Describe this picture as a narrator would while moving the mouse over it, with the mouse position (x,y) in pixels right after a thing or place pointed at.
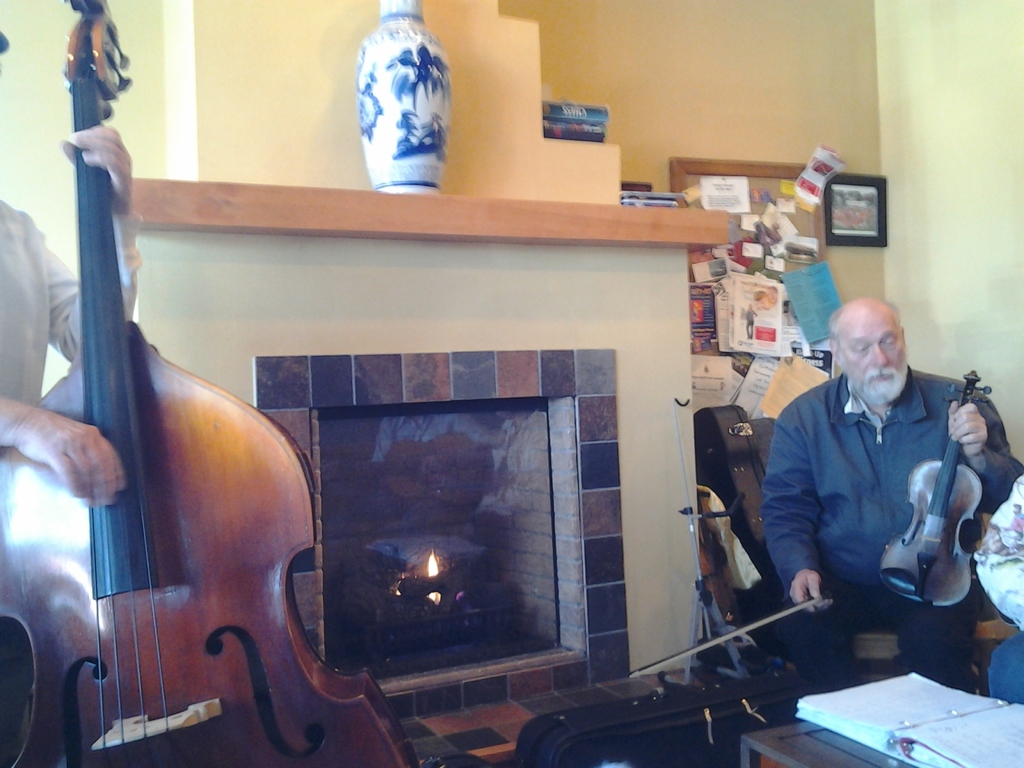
A person (817,494) in blue shirt (845,496) is holding a violin (902,589) and sitting. In front of him there is a table (800,738). on the table (784,736) there is a book (901,731). On the left (43,316) end there is a person (23,358). He is playing double bass (153,523). On the side there is a fireplace (474,470). Above that there is a flower vase (413,87) and there are some books (658,201). And on the wall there is a notice board (781,227) and photo frame (838,219).
